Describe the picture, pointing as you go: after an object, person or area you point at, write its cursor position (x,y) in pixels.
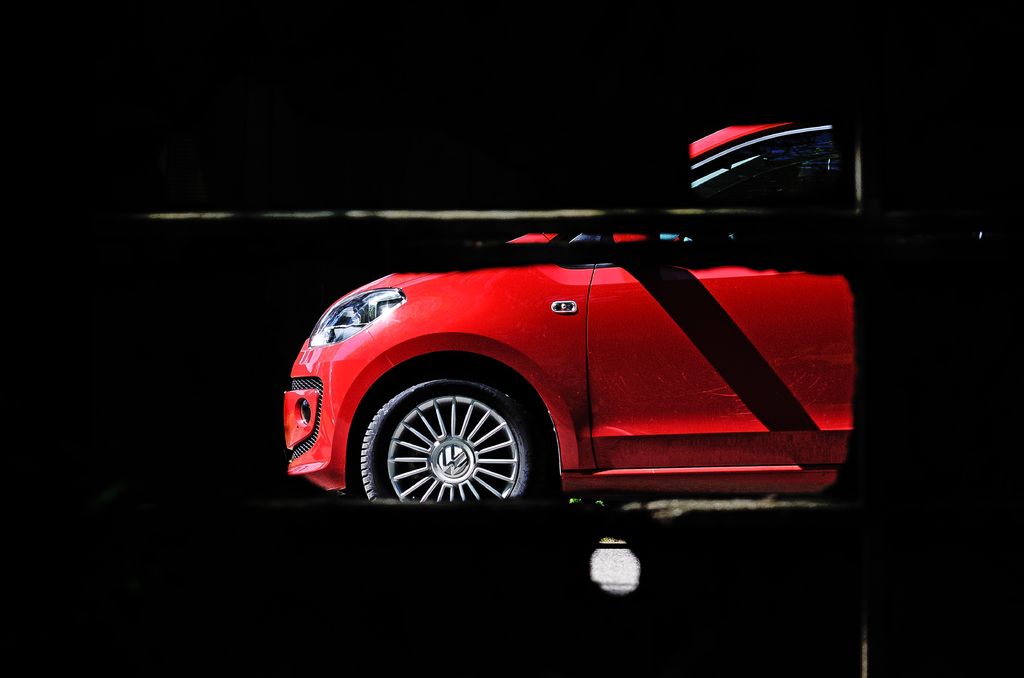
There is a red color car (601,348) and the background of the car (398,382) is dark.
